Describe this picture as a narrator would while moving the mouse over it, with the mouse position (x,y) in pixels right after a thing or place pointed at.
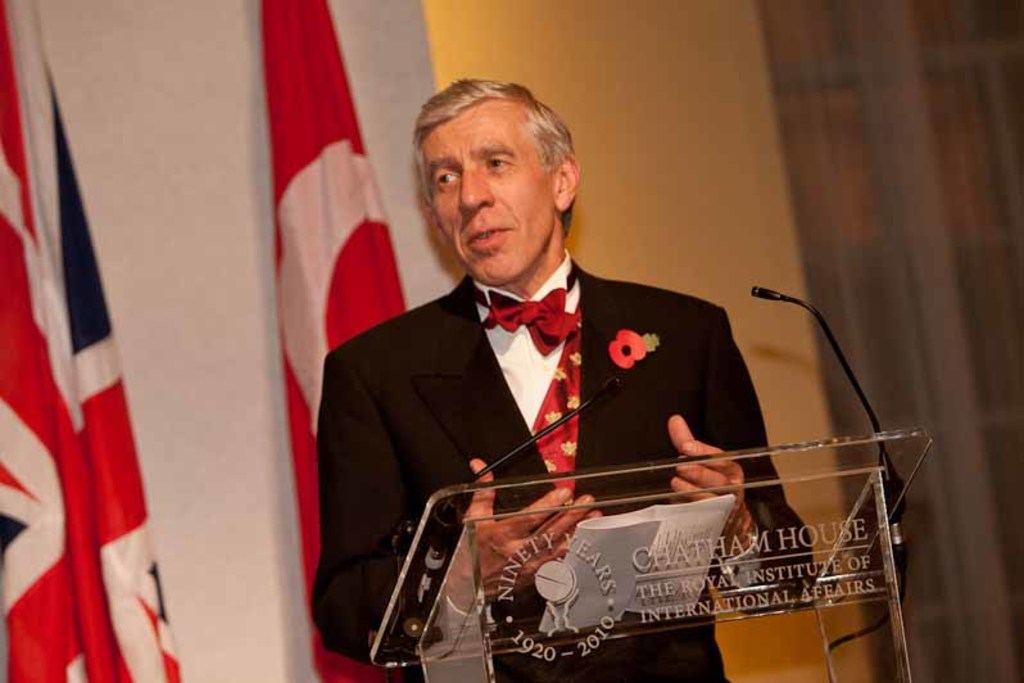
In this image in the middle (577,340), there is a man (563,307), he wears a suit (485,405), shirt (516,361), trouser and tie (542,334), in front of him there is a podium (729,537), mic (833,334). In the background (744,334) there are flags (63,338) and wall (241,254).
